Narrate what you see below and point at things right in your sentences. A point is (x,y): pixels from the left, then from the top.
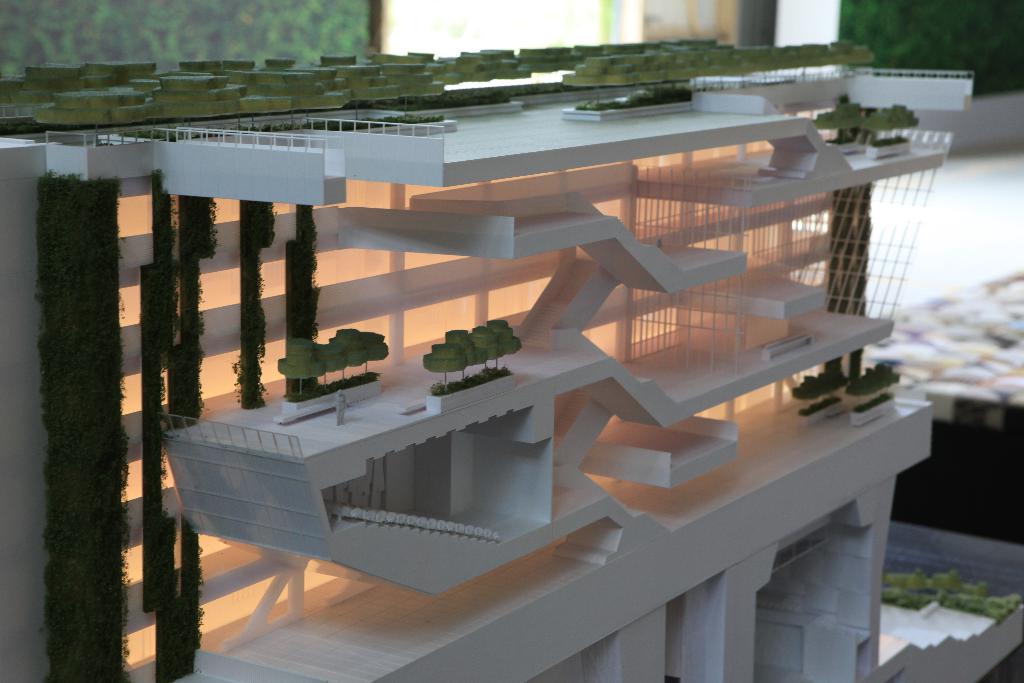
In this image we can see there is a project of the building (730,660) kept on a table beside that there are so many walls (1013,126).
